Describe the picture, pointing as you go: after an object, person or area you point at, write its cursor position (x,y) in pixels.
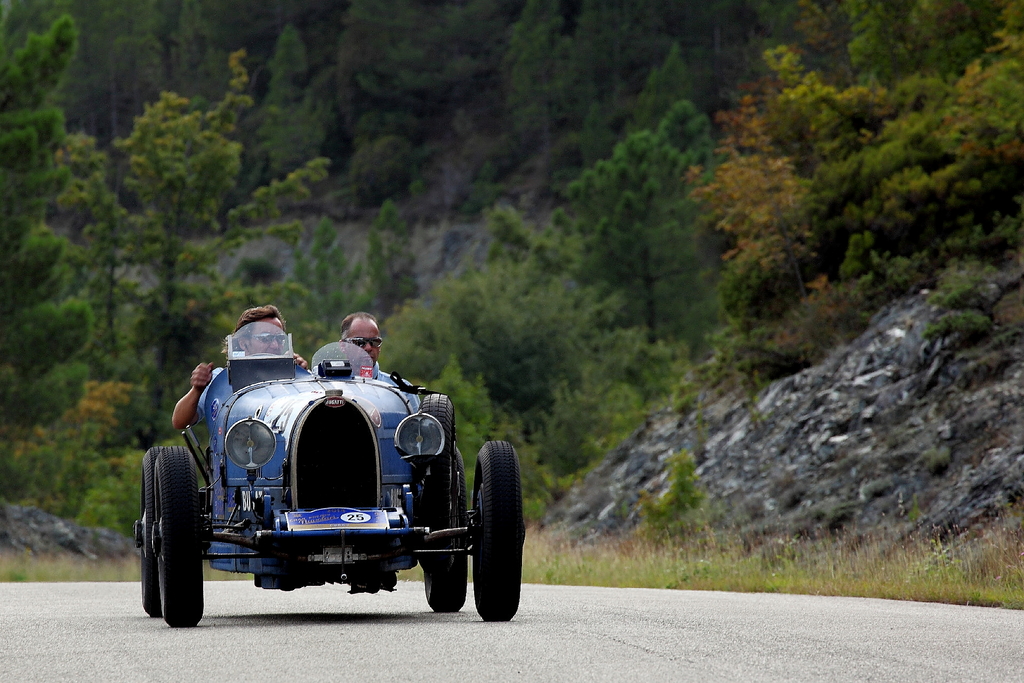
There is a road (579,611). On the road (373,594) there is a vehicle (308,455). Two people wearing goggles (348,340) is sitting on the vehicle (310,392). On the side there is rock (756,445). In the background (425,157) there are trees (718,234).
